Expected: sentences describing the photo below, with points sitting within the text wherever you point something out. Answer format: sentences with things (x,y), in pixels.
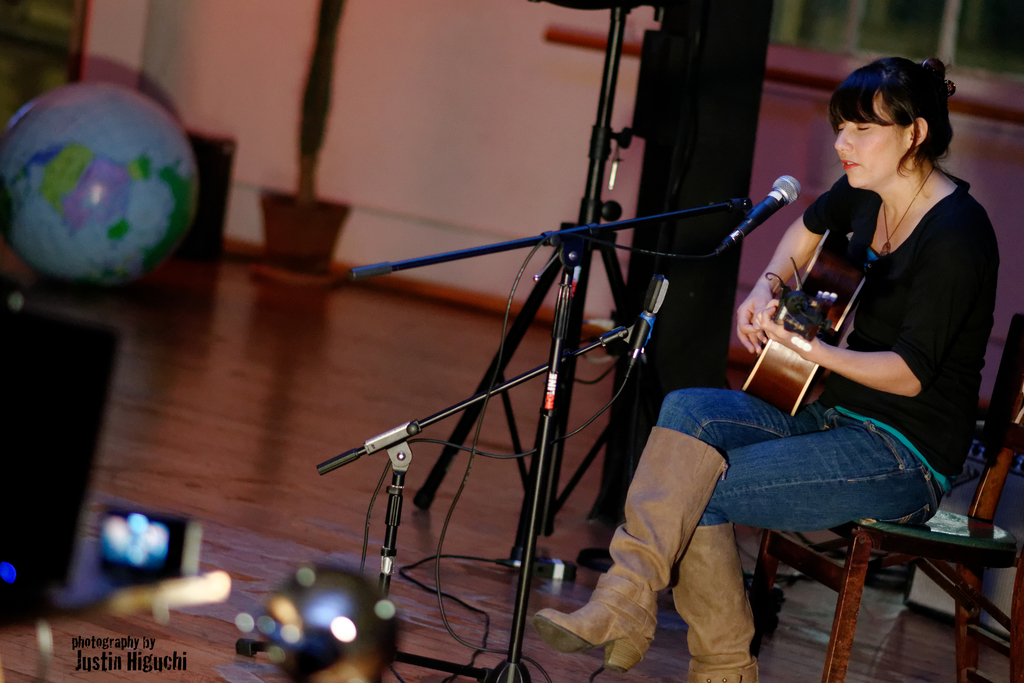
In this image I see a woman (901,169) who is sitting on a chair (1001,484) and I see that she is holding a guitar (845,256) in her hands (770,303) and I see a tripod (522,245) in front of her on which there is a mic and I see the globe (59,150) over here and I see 2 more tripods (403,474) over here and I see the wires (490,452) and I see the floor (424,384). In the background (286,180) I see the wall (450,217) and I see the watermark (119,659) over here.
